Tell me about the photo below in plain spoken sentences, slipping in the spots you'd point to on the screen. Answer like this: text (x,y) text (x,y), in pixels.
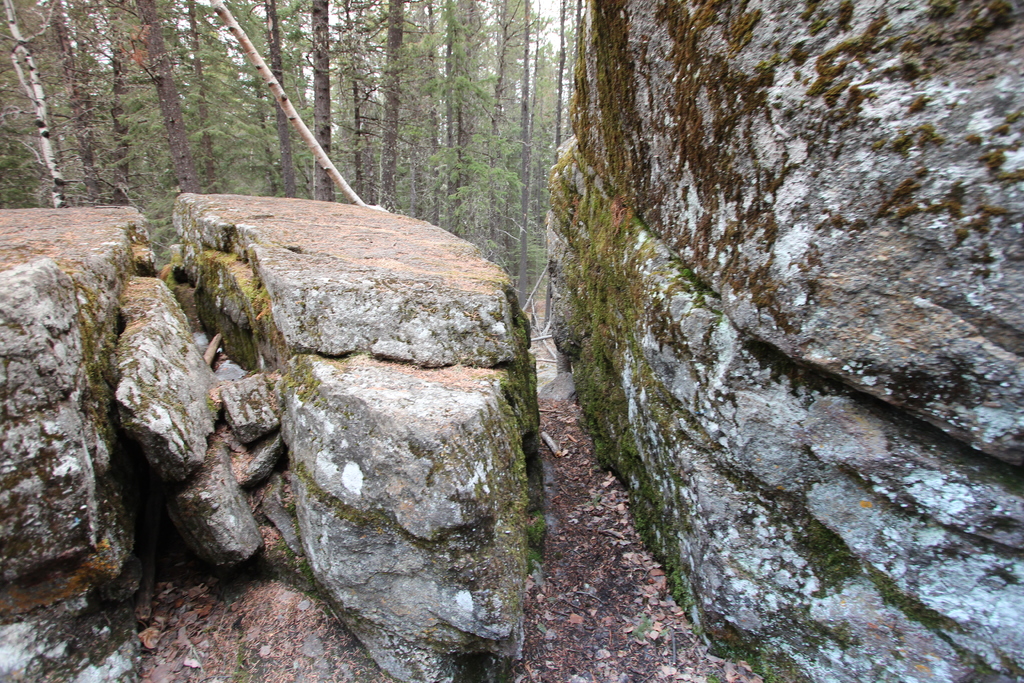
On the left side (209,382), there are rocks (275,263) on a hill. On the right side (819,490), there are rocks (740,244) on the ground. In the background (545,27), there are trees (429,41) on the ground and there is sky (556,14).
